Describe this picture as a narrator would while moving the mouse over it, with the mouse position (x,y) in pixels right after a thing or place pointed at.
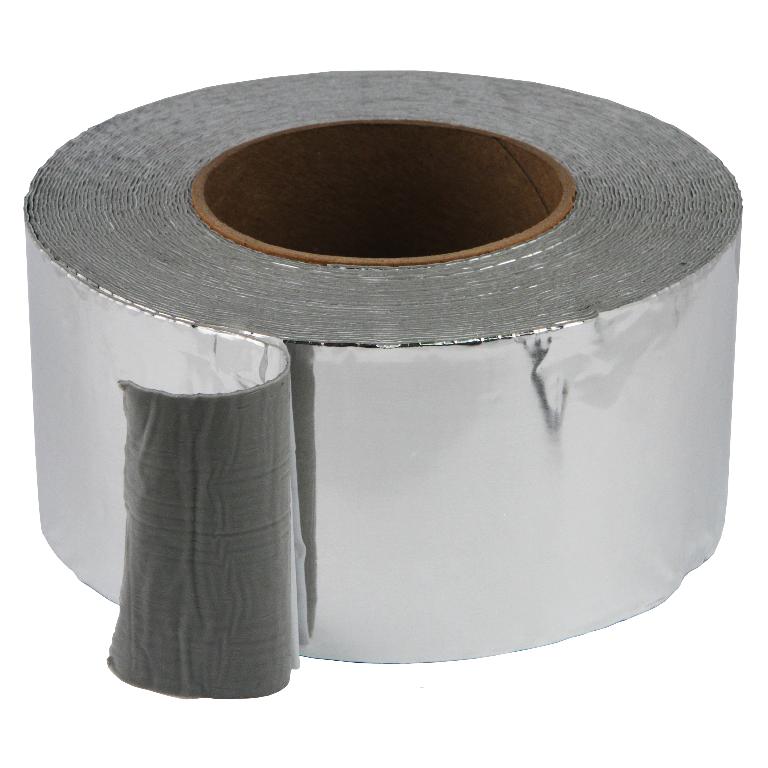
In this image we can see a roll of tape (378,314), and the background (621,36) is white in color.
